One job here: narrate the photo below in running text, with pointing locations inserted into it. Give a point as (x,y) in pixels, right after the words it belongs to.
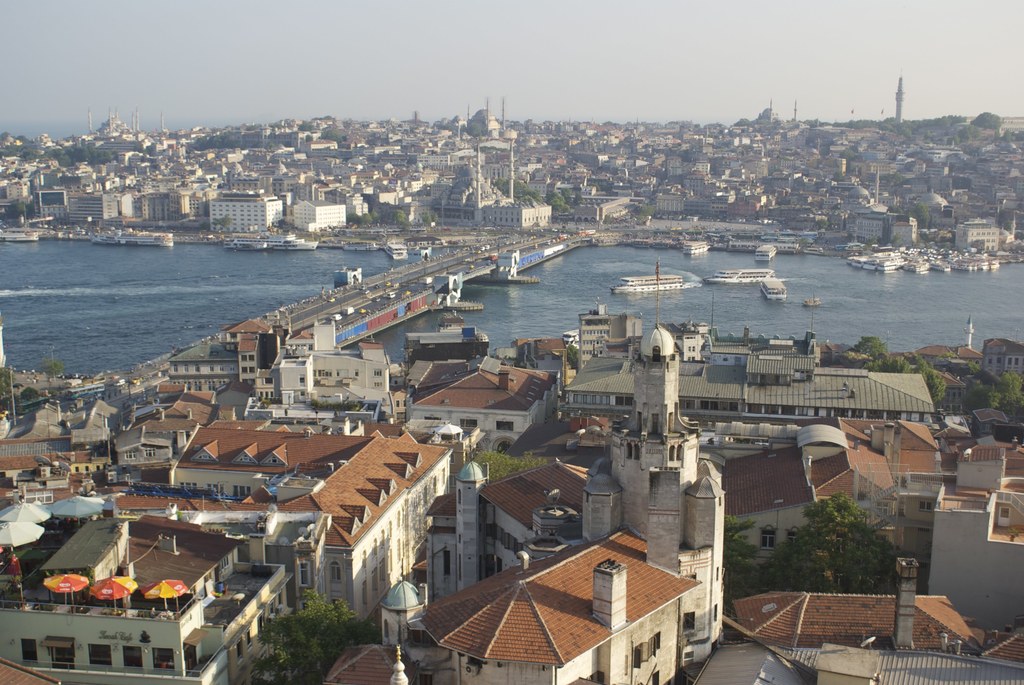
There are buildings (438,465) and trees (725,524) in the foreground area of the image (568,496), there are ships (783,286) on the water surface (561,294), a bridge (510,246), buildings (553,129) and the sky (633,82) in the background (563,168).
